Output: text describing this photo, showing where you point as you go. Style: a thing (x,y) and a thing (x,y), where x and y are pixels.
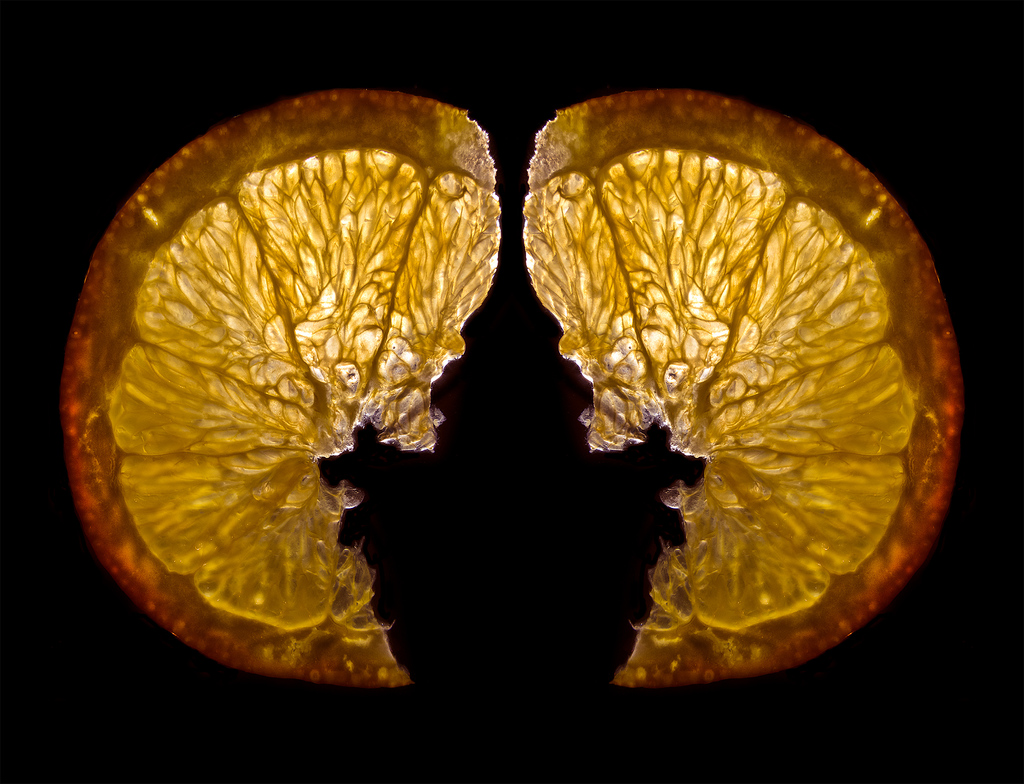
In this image I can see an orange (609,234) which is in yellow and orange color. Background (757,52) is in black color.
